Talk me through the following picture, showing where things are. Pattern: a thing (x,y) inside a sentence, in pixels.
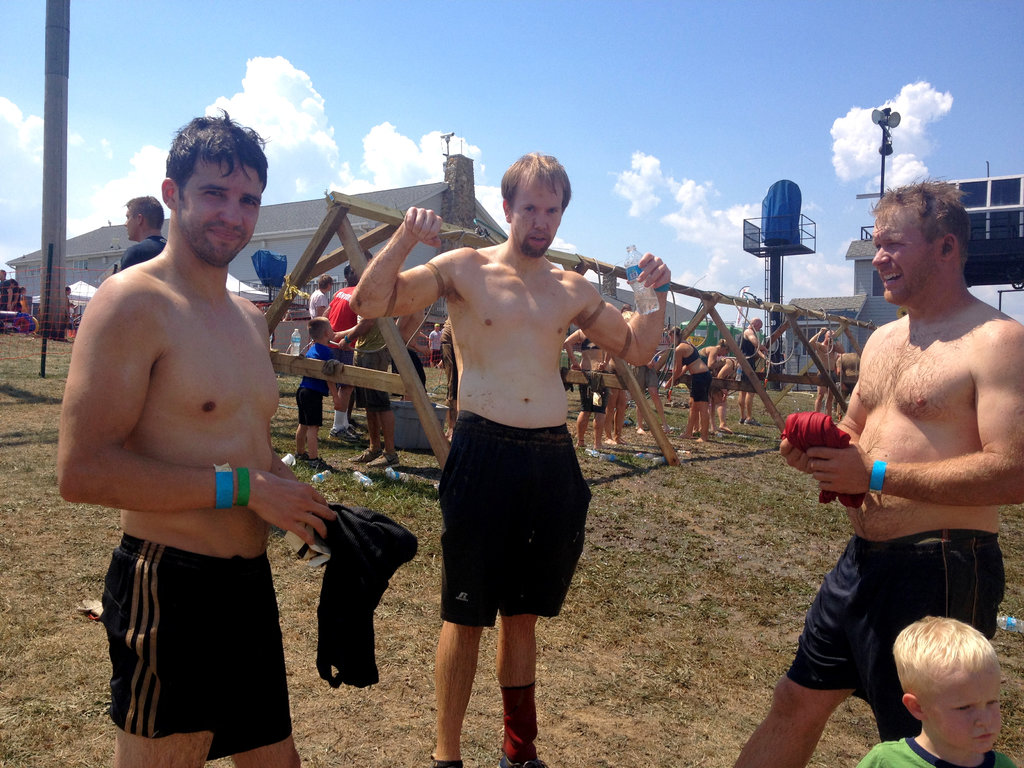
In this image there are three man (863,481), and a boy (926,672) in the background (347,226) there is a wooden frame (353,251) and there are people (591,360), in the background (456,221) there are buildings (854,254) and a blue sky (509,128).
